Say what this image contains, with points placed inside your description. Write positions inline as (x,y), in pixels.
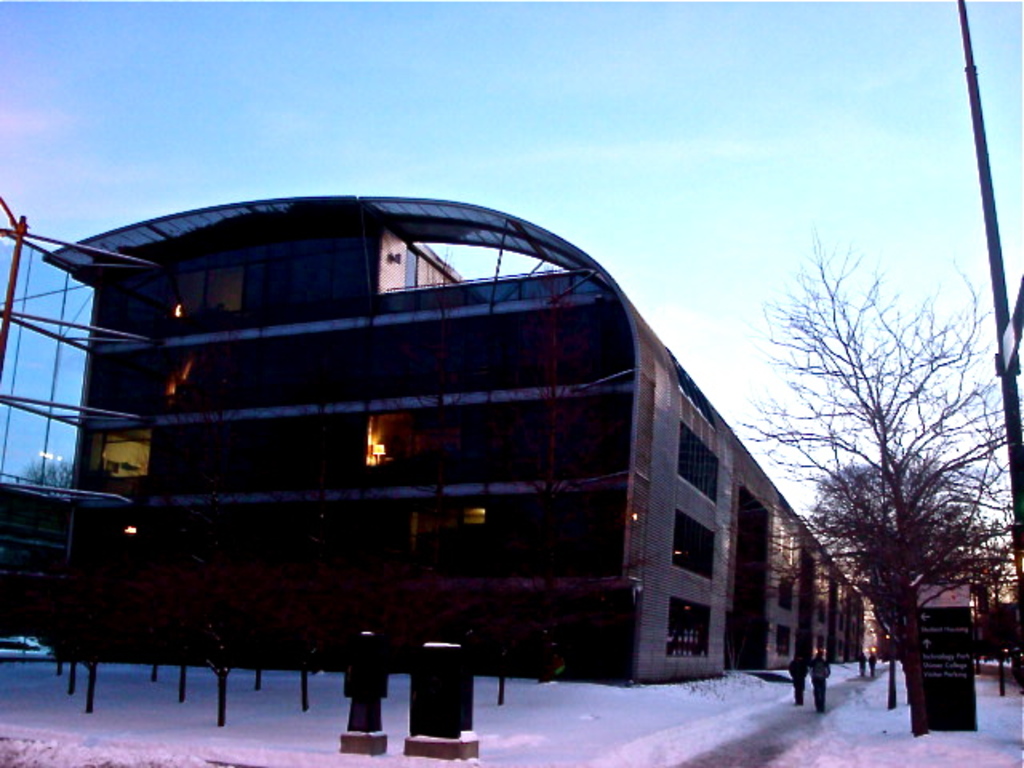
In this image in the middle (545,471), there is a building (688,506). At the bottom (727,741) there are some people (818,685), poles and ice (745,718). On the right (938,539) there are trees (952,570), poster (940,652), poles (997,319), sign boards (1016,331), sky (958,255).
